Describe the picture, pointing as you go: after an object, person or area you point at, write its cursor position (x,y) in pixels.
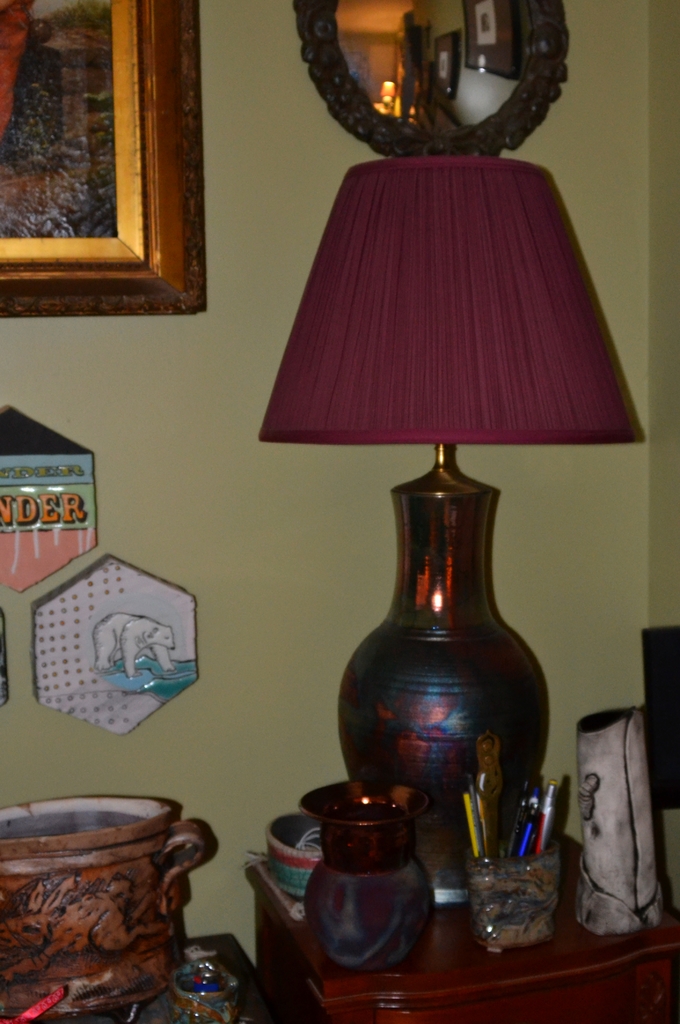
In this image, I can see a lamp (457,832), pen stand (510,858) with pens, bowl (303,863) and few other objects (610,836) on the table (531,979). On the left side of the image (146,958), there is a ceramic object (101,937). In the background (111,306), I can see a mirror (348,125), photo frame (178,187) and two objects (93,575) attached to the wall (207,383).
